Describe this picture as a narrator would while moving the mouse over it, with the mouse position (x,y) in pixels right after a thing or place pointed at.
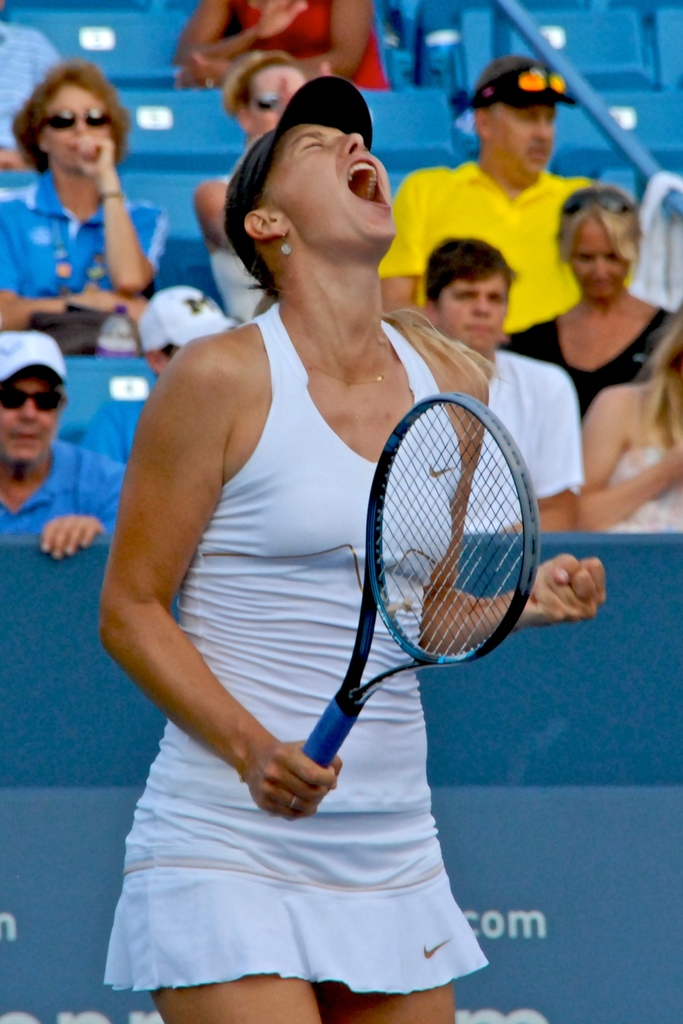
In the image we can see there is a woman (412,677) who is holding a tennis racket (315,729) and behind her there are lot of people (199,193) sitting.
